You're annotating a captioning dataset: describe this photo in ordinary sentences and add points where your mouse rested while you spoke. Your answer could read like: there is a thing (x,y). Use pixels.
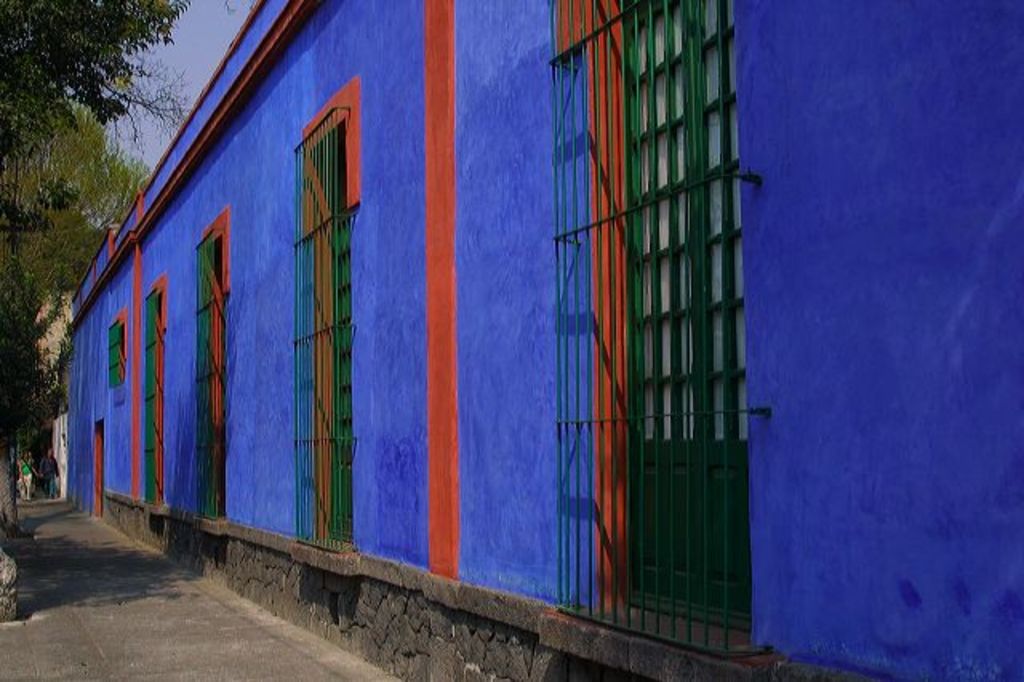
In this image we can see blue colored building (469,458). On the left side of the image (25,18) we can see persons (50,483) and trees (108,175).
